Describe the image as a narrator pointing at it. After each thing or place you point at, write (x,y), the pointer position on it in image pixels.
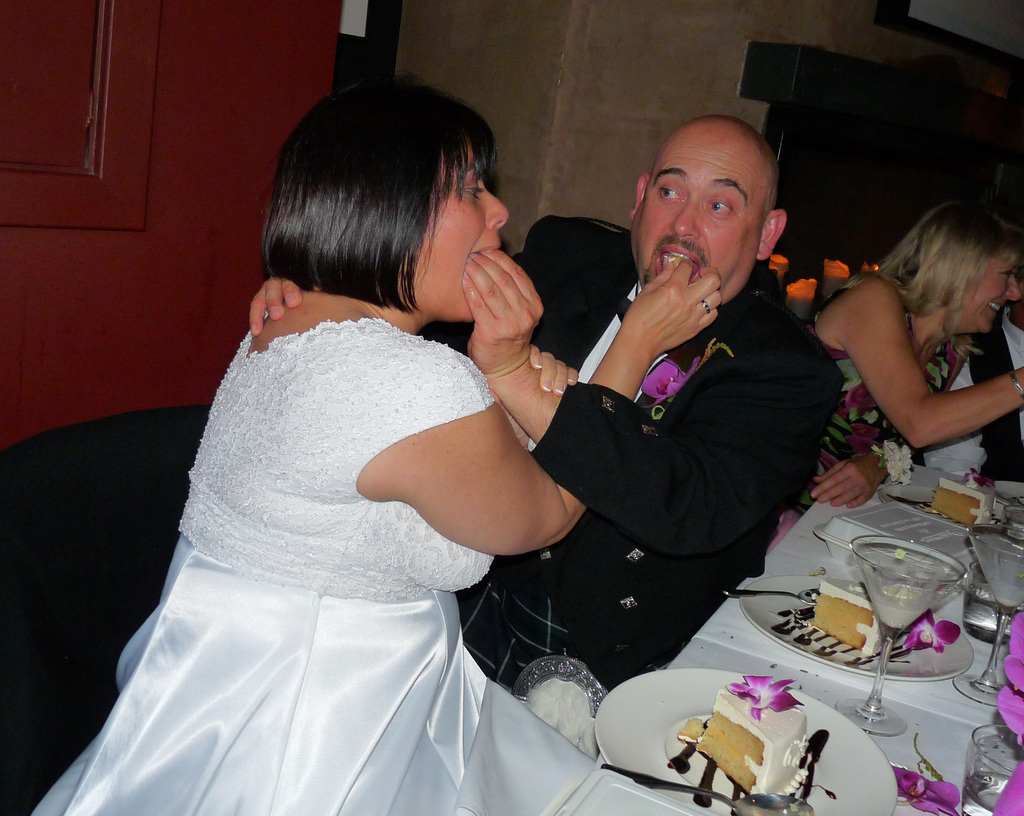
In this image we can see few people (660,366). There is a table (777,650). On that there are plates (852,738) with spoons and cake pieces (821,603). There are glasses (926,607) and few other things (915,634). In the back (642,92) there is wall (681,105) and few other things (828,272).
